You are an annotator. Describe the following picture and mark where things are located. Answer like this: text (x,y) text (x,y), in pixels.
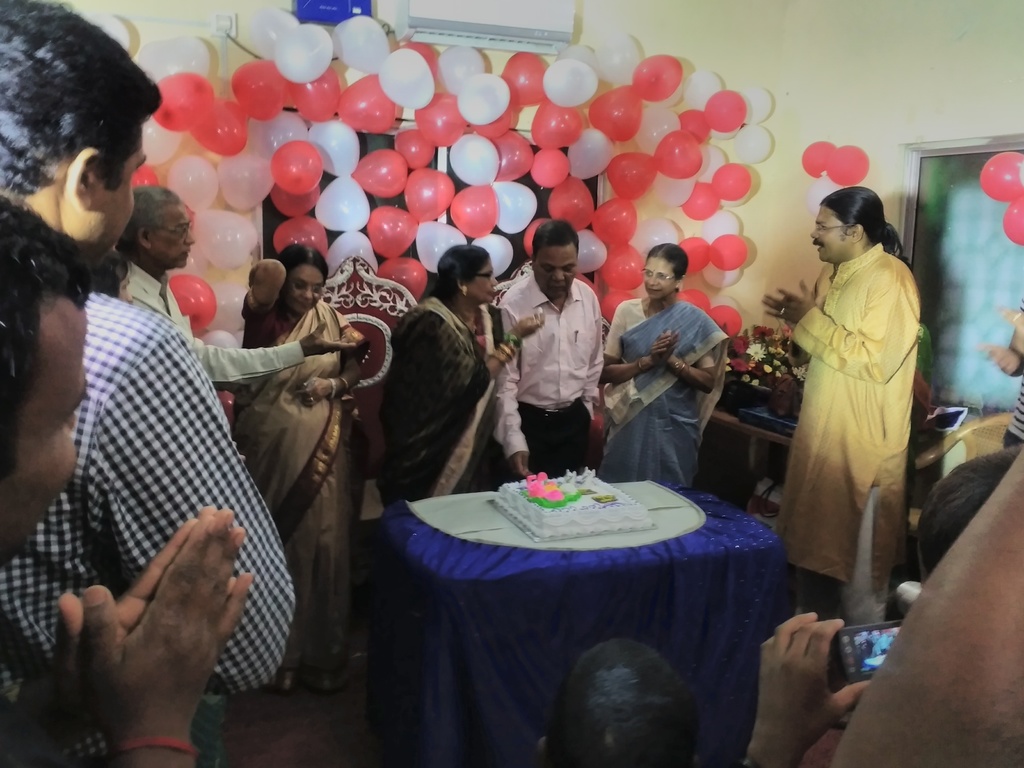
In this picture we can see few persons (284,626) are standing on the floor (312,715). This is the table (459,587) and there is a cake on the table (537,566). On the background (309,191) we can see balloons (667,147). And this is the wall (818,53). And there is a frame (941,272) on the wall (821,73).
